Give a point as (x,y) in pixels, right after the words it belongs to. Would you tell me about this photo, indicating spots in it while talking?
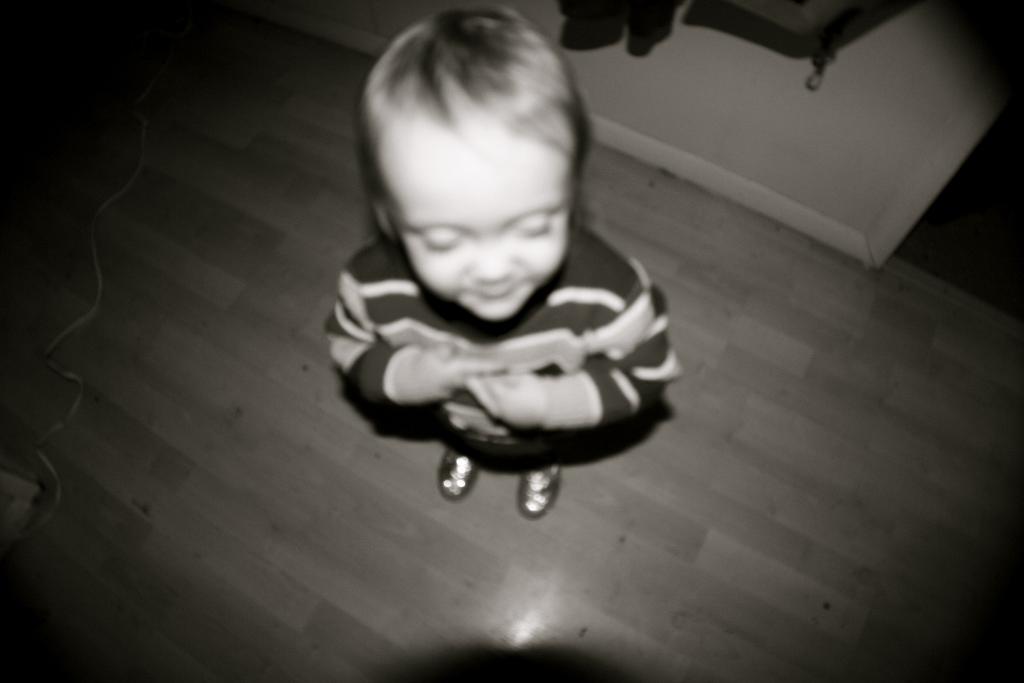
In this black and white picture a boy (481,449) is standing on the floor (600,523). Top of image (796,174) there is a wall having clothes (774,21). There is a wire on the floor (124,499).
